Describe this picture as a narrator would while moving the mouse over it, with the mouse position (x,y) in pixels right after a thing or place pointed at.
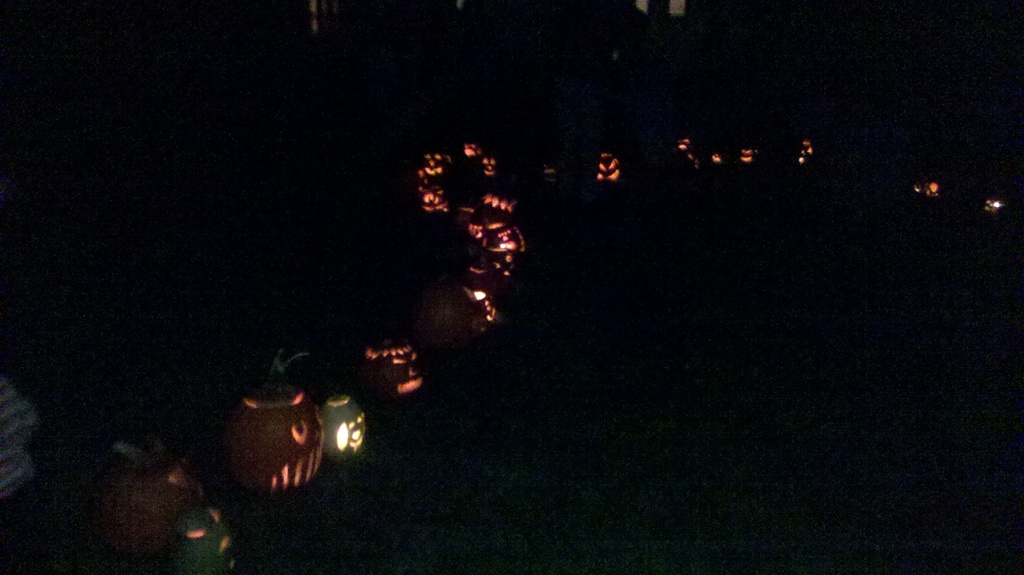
In this image we can see a group of halloween pumpkins (421,383) with lights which are placed on the ground (432,355).
